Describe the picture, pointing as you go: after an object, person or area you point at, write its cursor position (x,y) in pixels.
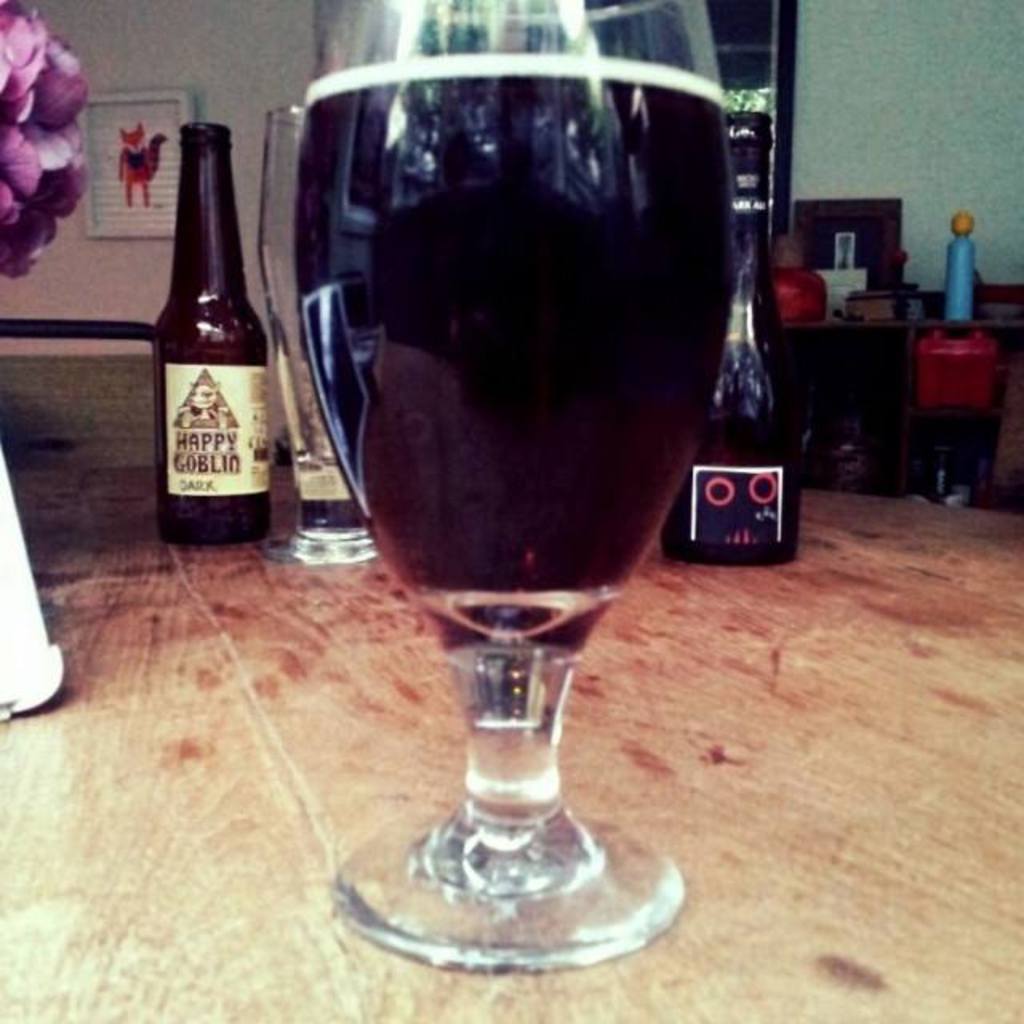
This picture shows bottles (230,502) and wine glass (403,542) on the table (1010,601).
